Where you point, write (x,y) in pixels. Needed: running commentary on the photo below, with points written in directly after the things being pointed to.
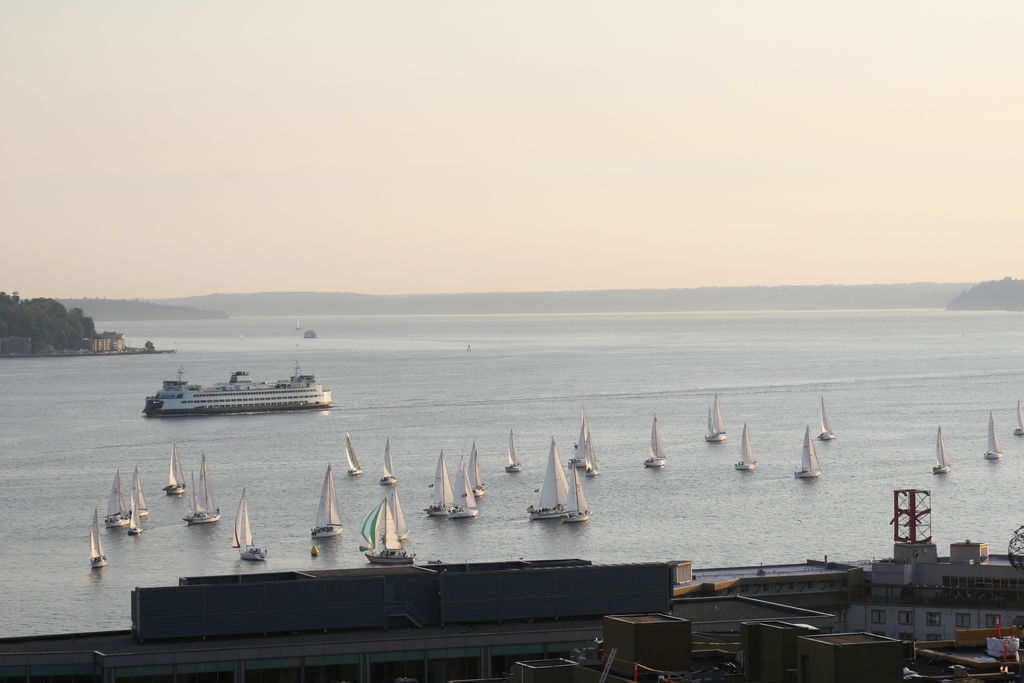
In this image I can see number of buildings (429,596) on the bottom side (863,682). I can also see number of boats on the water (182,432) and in the background (405,208) I can see the sky (528,282).
